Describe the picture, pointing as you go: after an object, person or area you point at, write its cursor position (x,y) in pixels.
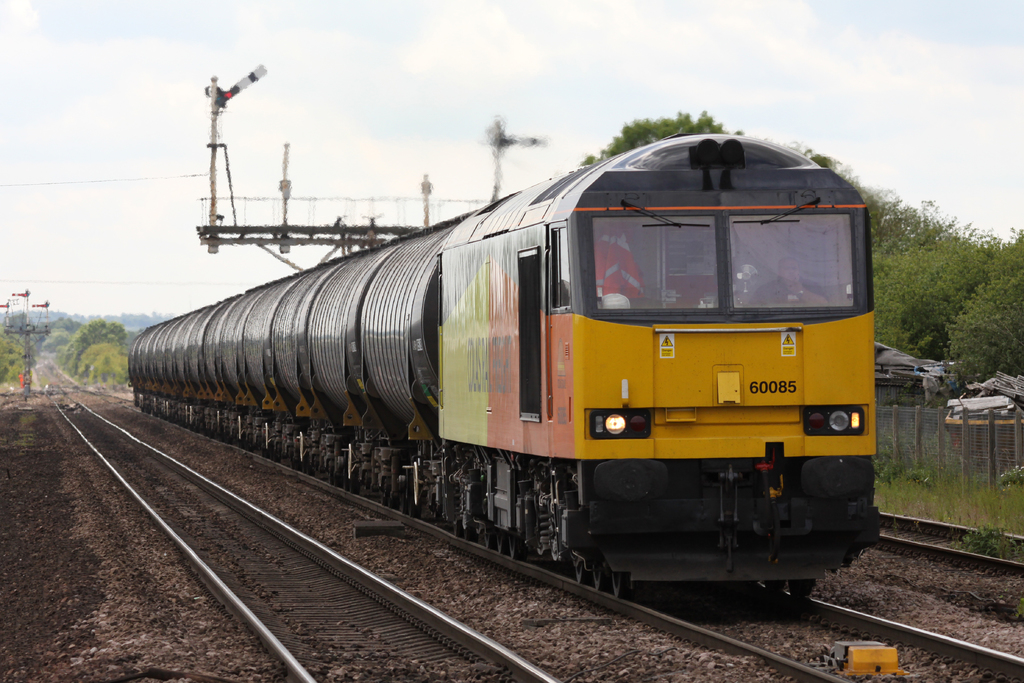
In this image there is a train (430,403) moving on a track (642,598), in the background (964,271) there are trees (971,248), sky (511,98) and electrical poles (320,242).
